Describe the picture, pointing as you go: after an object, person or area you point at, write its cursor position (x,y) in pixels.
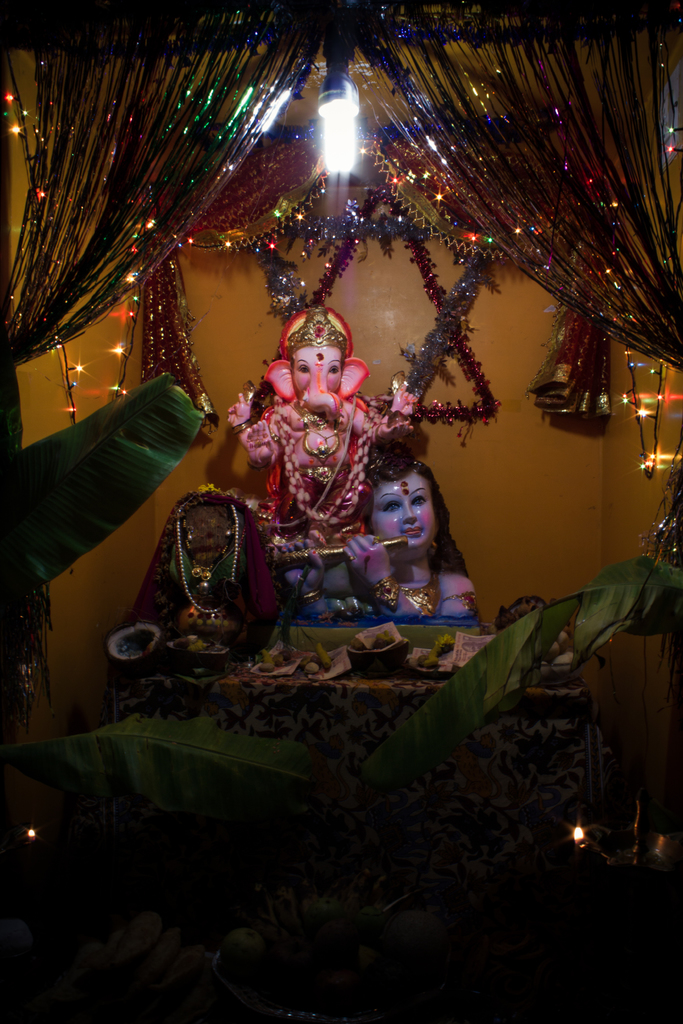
This image is taken indoors. In the background (395,346) there is a wall (231,386). There are many decorative items (351,253). There are a few rope lights (643,454). There are few curtains (287,86). In the middle of the image (310,566) there are two idols (326,523) of gods (379,471) and there are a few things (370,643) on the table (165,677). On the left (67,434) and right sides of the image there are a few leaves (610,626).
